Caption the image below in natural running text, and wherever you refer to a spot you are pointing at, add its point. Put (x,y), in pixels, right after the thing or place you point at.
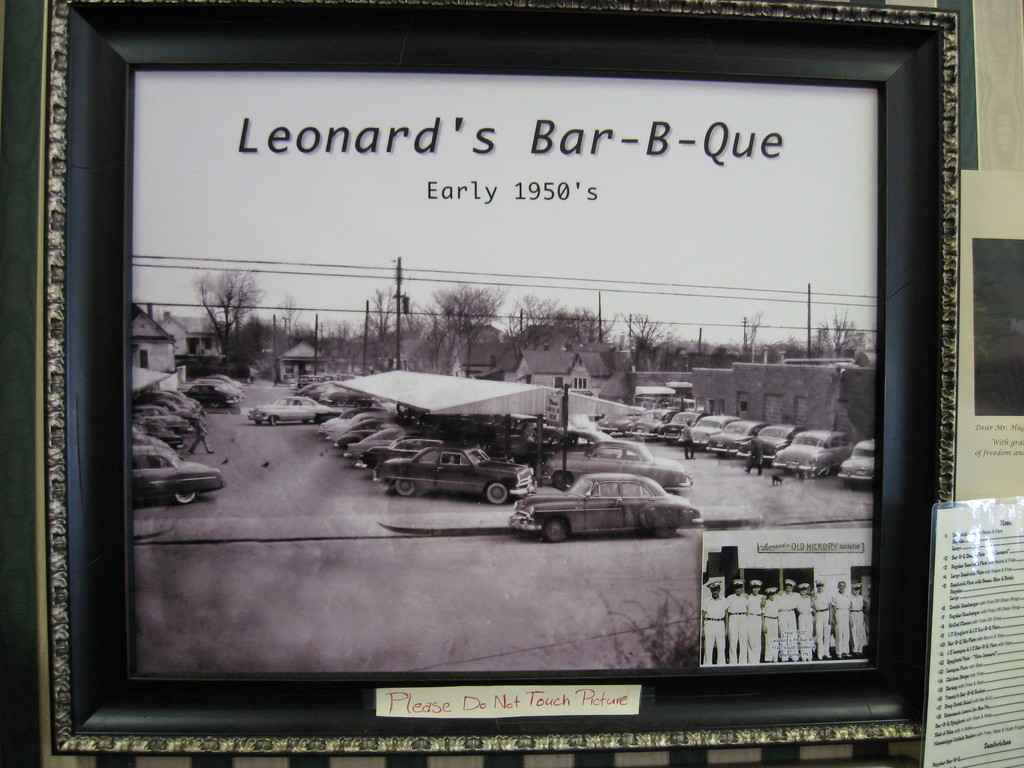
In this picture we can see a photo frame (289,741) and on the photo (457,491) there are cars (378,455) on the road (733,469), electric poles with cables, houses (568,350) and the sky (623,261). On the image it is written something and on the right side of the frame (816,682) there is a board (962,670).
